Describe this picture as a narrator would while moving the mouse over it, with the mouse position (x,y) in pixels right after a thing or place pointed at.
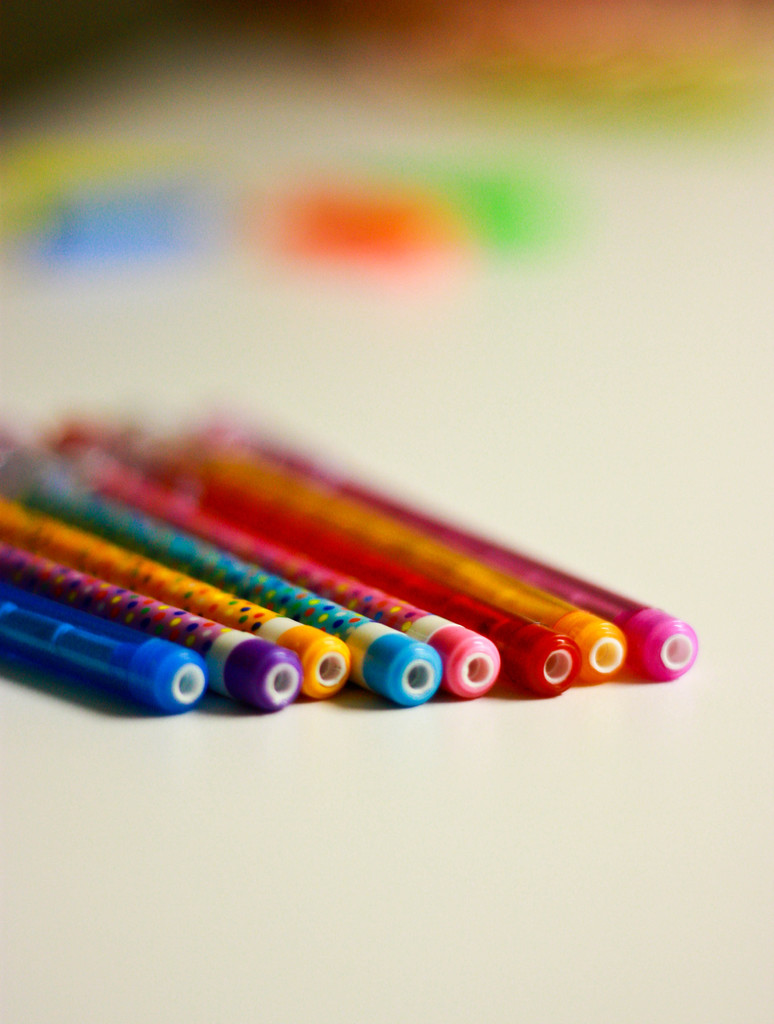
The picture consist of pen pencils (302,630) of different colors. The background (120,140) is blurred.
